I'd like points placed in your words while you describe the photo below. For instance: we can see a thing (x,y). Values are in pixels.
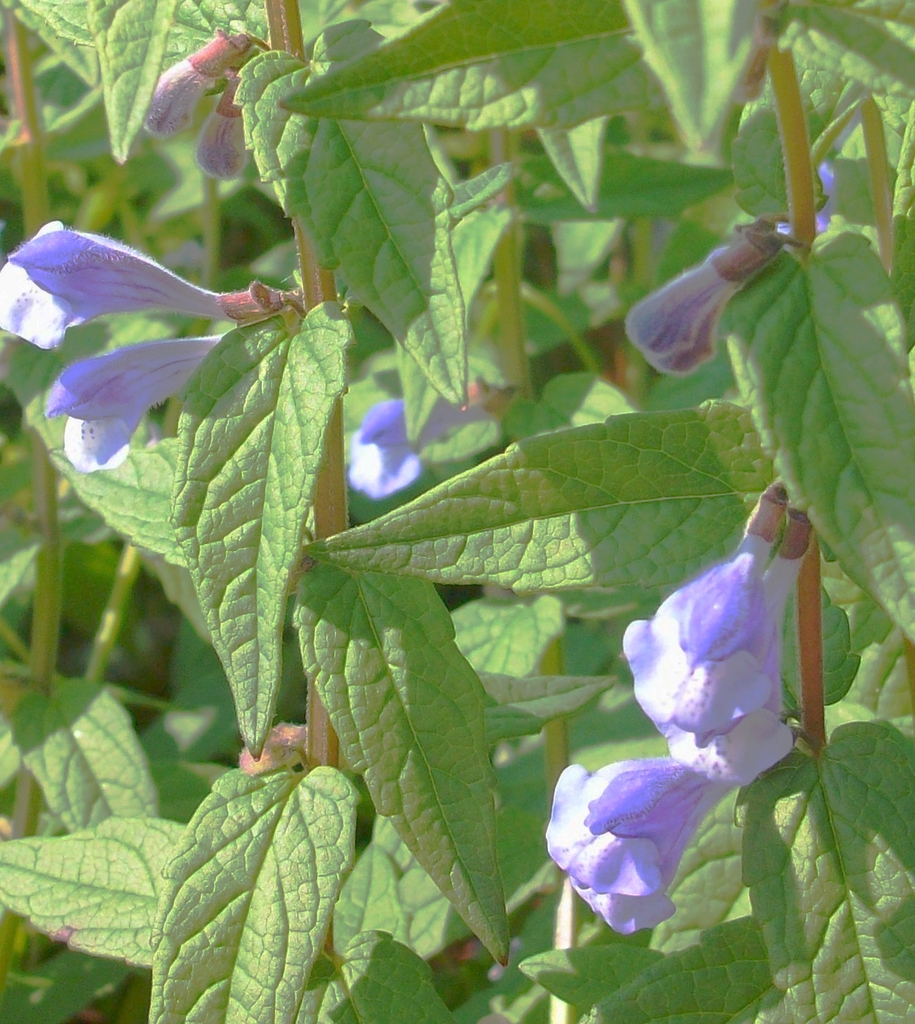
In this image I can see plants (346,546) with violet colored flowers (714,773).
